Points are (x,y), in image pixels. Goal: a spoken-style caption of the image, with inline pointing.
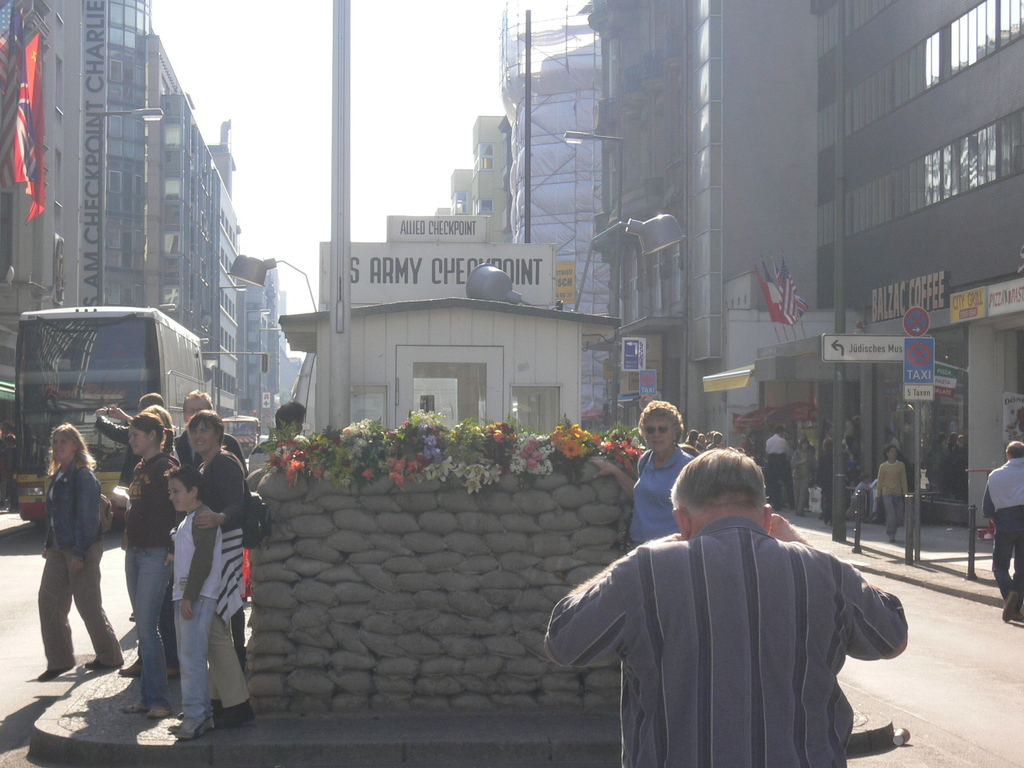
In this image there are a few people (197,543) standing, walking and clicking pictures on the street (86,651), on the street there are buses (145,381), on the either side of the street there are buildings (457,200), sign boards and lamp posts (839,416).
